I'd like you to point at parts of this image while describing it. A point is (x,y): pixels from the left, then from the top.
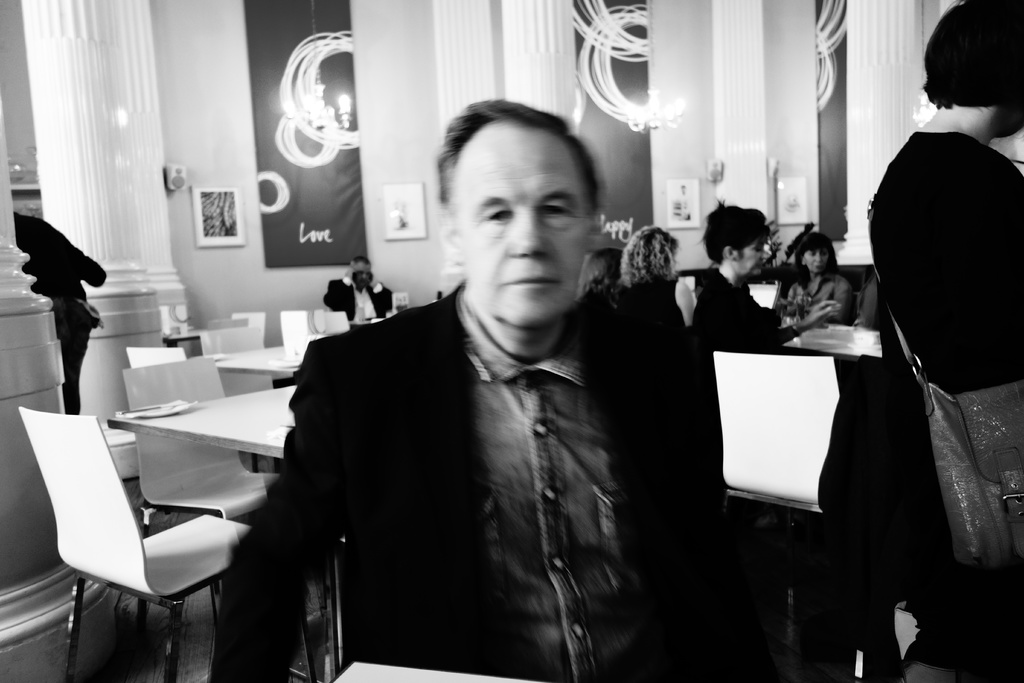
In this image there are group of persons (524,341) sitting on the chairs (339,568) and at the left side of the image (99,67) there is a pillar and at the right side of the image (940,200) there is a woman (946,268) wearing black color dress (920,308) carrying a bag (1005,531).
